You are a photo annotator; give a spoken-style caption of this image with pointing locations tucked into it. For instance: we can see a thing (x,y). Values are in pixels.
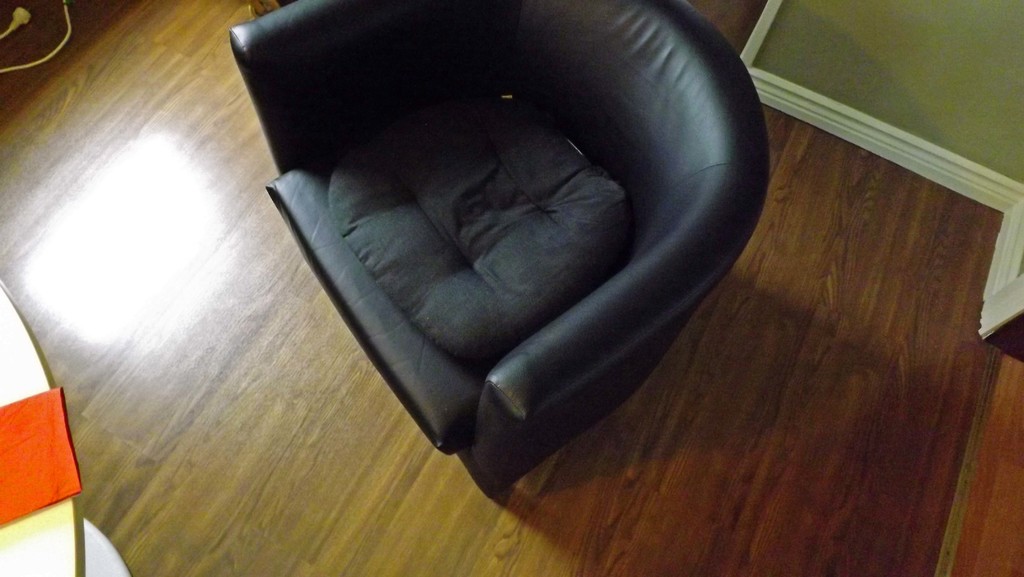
In this image I can see the couch (467,284) and the couch (486,232) is in black color, background (997,49) the wall (891,70) is in green and white color and I can also see the wire (12,69) in white color.
